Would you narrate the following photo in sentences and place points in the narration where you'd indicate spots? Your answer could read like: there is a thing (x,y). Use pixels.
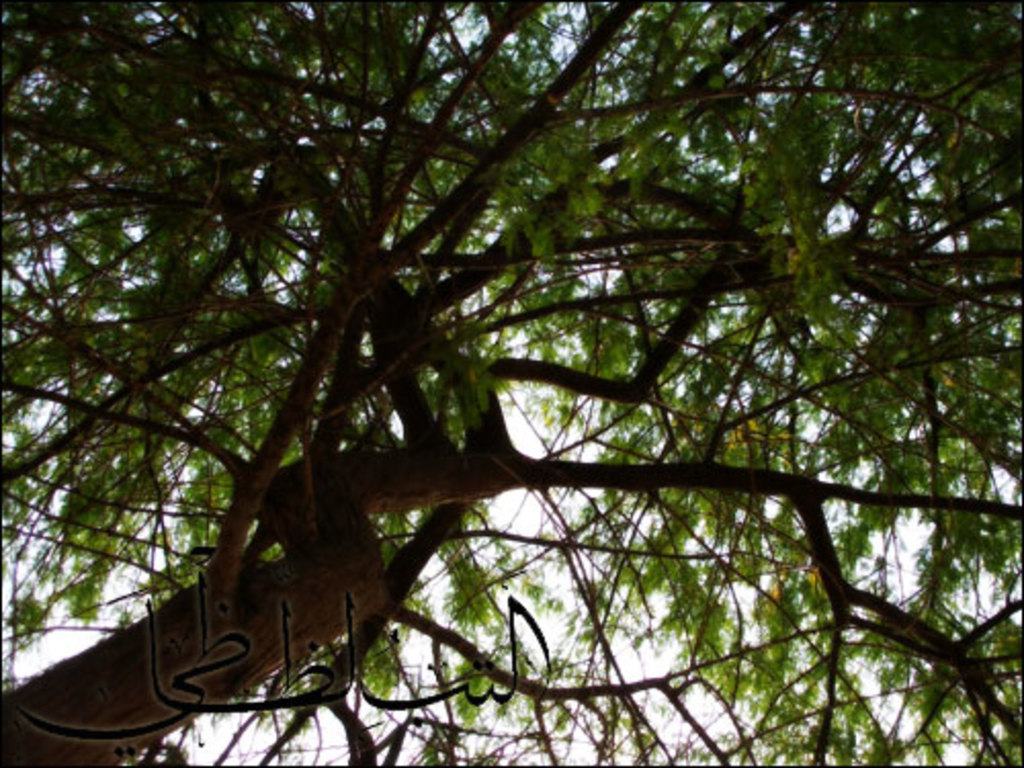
It is a zoom in picture of a tree (487,349). We can see a text (255,709) at the bottom (432,698).
